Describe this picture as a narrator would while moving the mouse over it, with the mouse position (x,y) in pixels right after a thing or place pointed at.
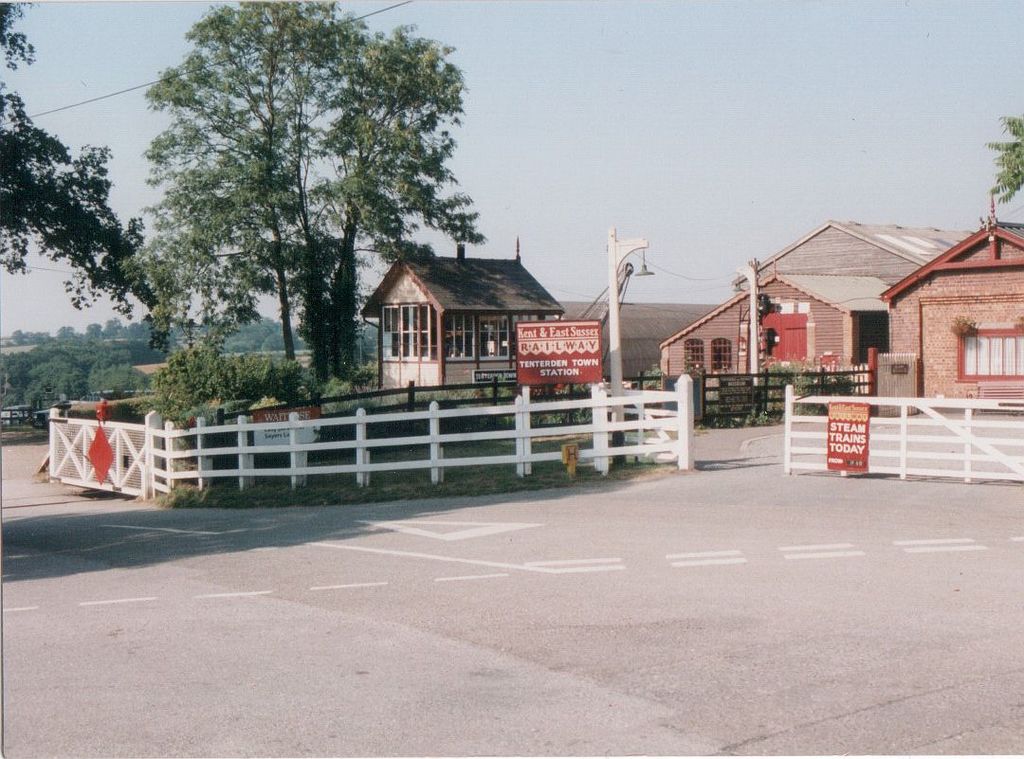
In this picture I can see the shed (458,291), building (923,354) and house (968,283). In the center (534,361) I can see the sign boards (501,371), streetlights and wooden fencing (395,420). Near to that I can see the plants (254,391) and grass (313,482). In the background (36,374) I can see the mountain (87,343) and many trees (338,308). At the top (675,104) there is a sky (497,10) and electric wire (403,5). At the bottom (464,722) there is a road (414,599).
